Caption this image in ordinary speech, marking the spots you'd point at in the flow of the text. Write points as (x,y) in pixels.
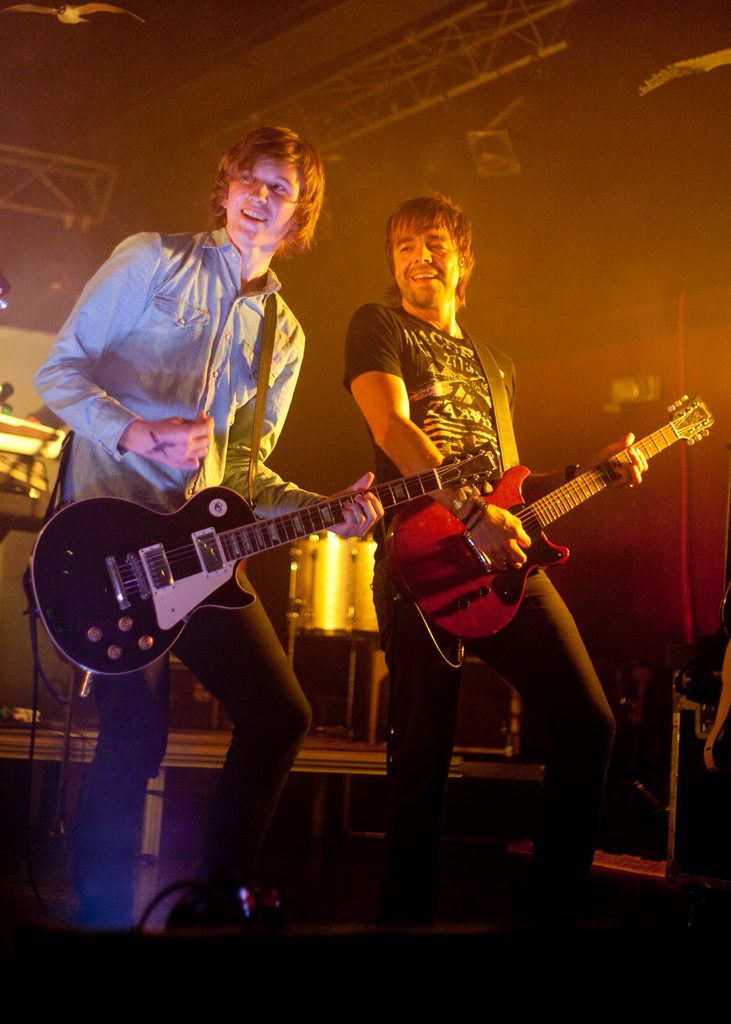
There are two people (242,444) standing and playing guitar (468,618). At background (318,624) I can see drum (337,603). This looks like a stage show.
